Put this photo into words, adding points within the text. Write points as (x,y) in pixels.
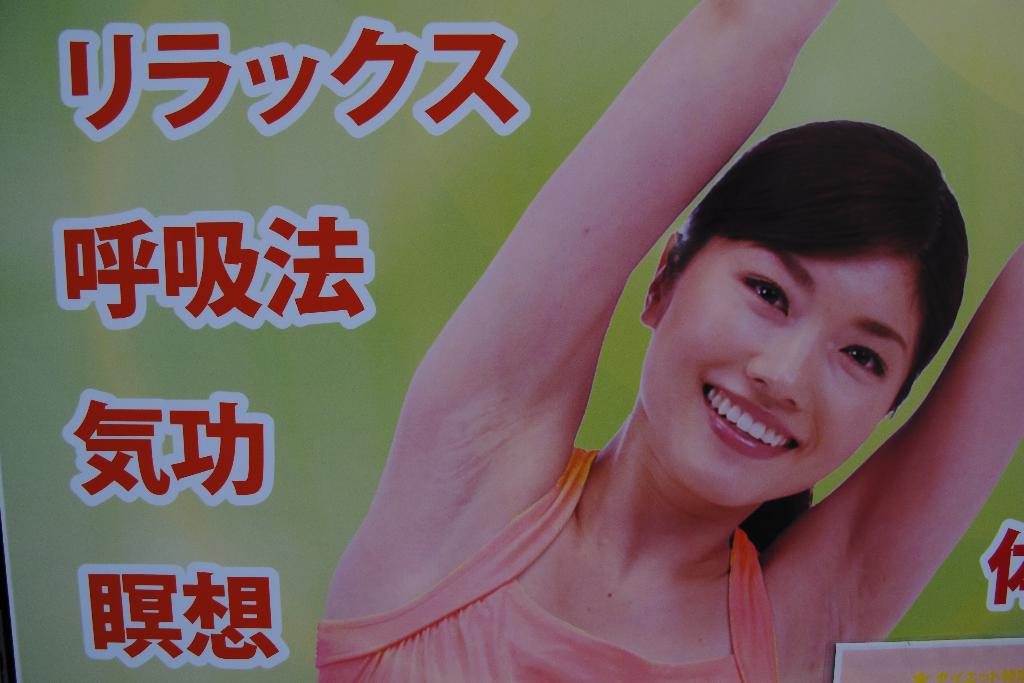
In this image there is a banner (478,516). Something is written on the banner (49,372). I can see an image (698,259) of a woman (791,287) on the banner (584,306).
